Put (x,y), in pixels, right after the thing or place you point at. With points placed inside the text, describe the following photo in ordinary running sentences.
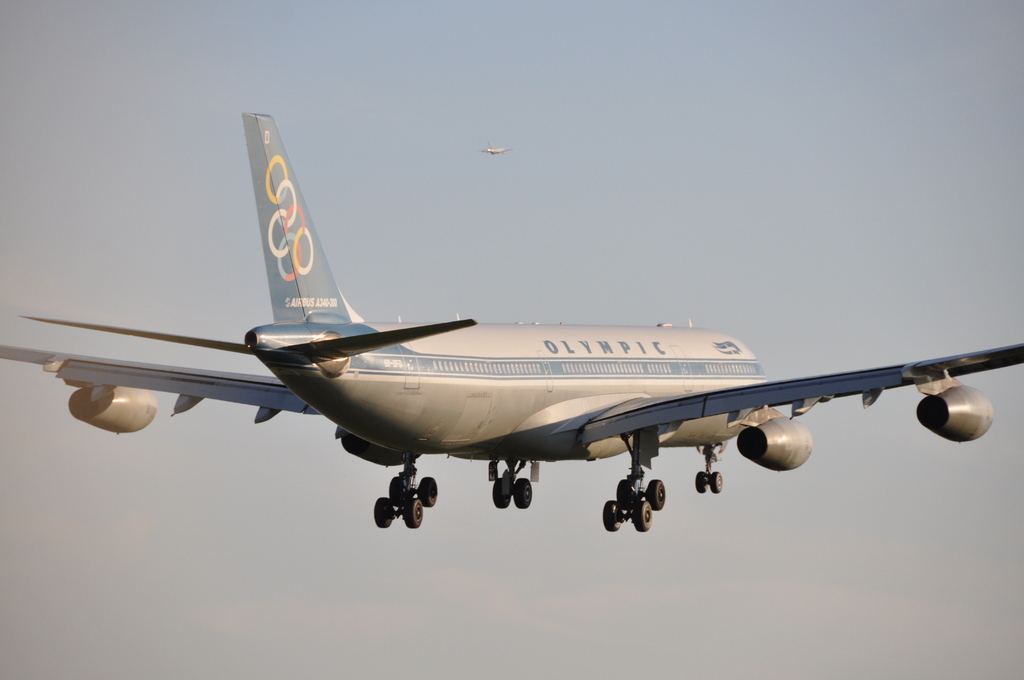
In this image we can see a flight (536,415) flying. On the flight (572,367) something is written. Also there is a logo (291,235). In the background (672,217) there is sky (495,171). Also there is another flight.
